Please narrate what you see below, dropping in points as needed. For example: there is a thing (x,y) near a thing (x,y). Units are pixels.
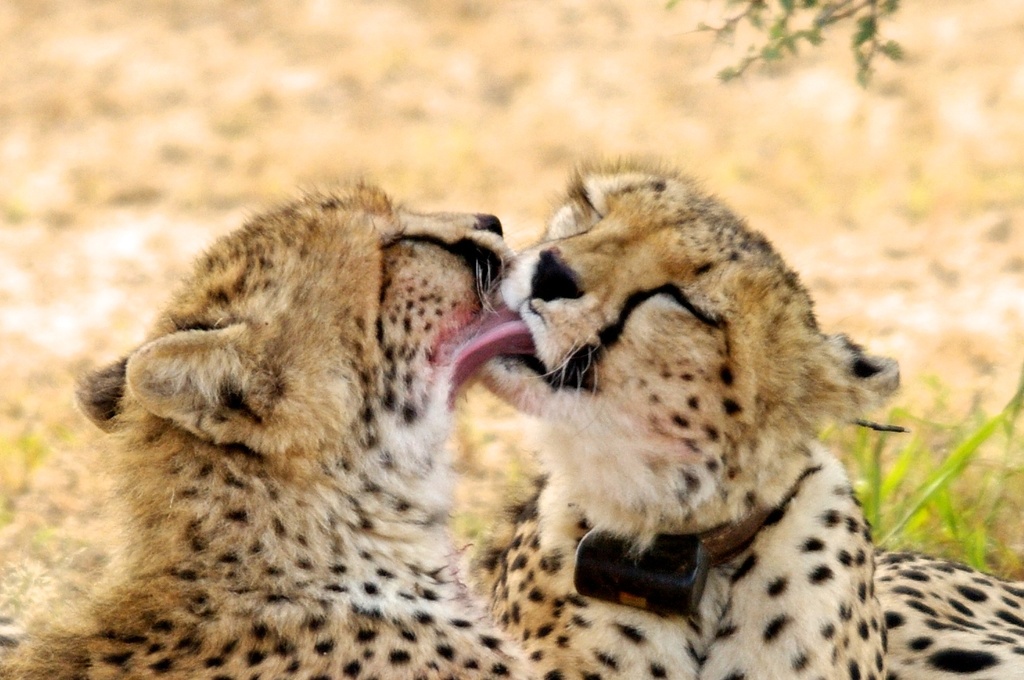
In this image I can see two animals (296,458), they are in cream, white and black color. Background (983,429) I can see plants (915,504) in green color.
